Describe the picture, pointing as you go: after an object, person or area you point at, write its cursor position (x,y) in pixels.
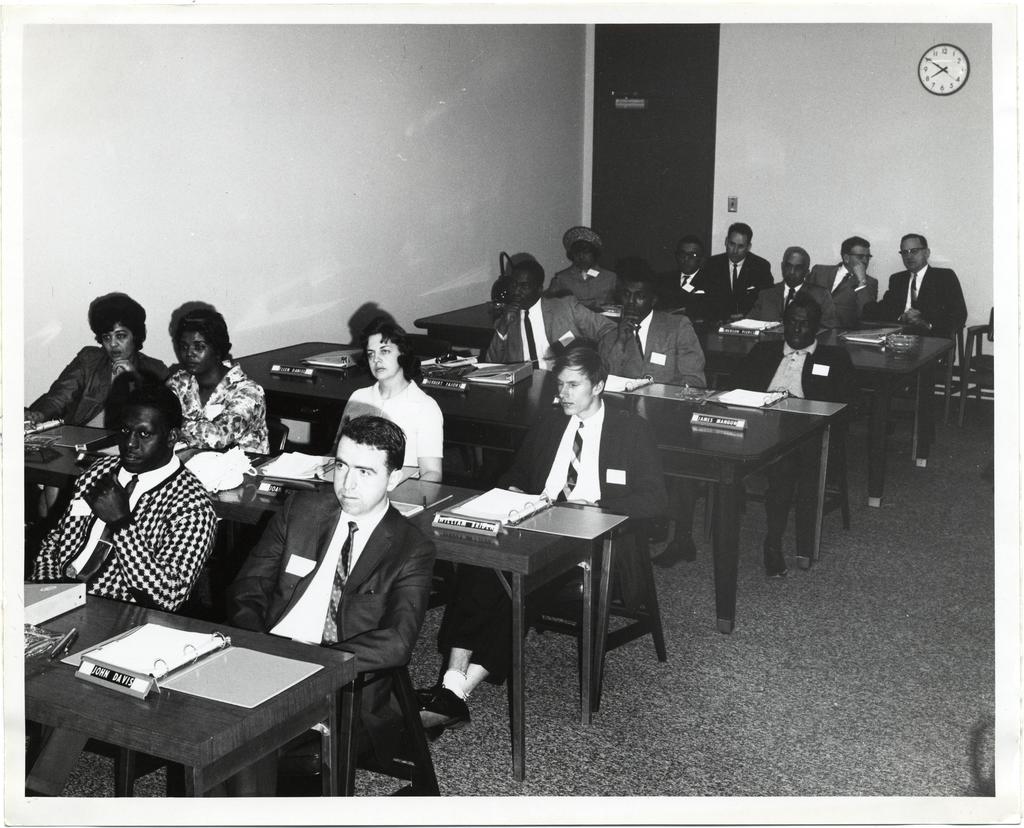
This image is taken inside a room (567,772). There are few people (150,491) in this room (381,266). At the bottom of the image (896,584) there is a floor (848,707) with mat (718,715). In the right side of the image (985,57) there is a wall (872,160) and a clock (940,70) on it. At the top of the image (644,40) there is a door (649,127) and a wall (302,85). In the middle of the image (540,335) people (221,437) are sitting on a chairs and keeping their things (493,531) on a bench (532,552).
